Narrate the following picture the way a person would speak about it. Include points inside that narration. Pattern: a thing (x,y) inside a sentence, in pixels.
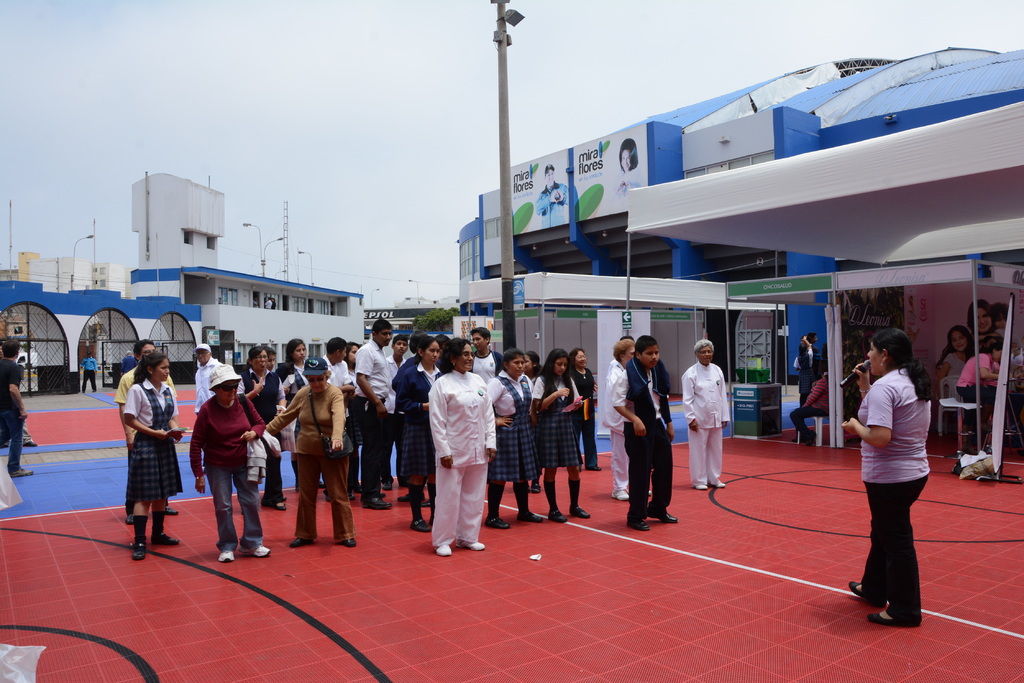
In this image I can see the group of people (315,452) standing. These people (397,414) are wearing the different color dresses (458,405). I can see one person (877,415) with the mic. To the side there is a house (541,260) which is in white and blue color. I can see some boards (609,174) to the house (725,160). In the background (72,274) there are some light poles (263,258) and the sky (220,100).
